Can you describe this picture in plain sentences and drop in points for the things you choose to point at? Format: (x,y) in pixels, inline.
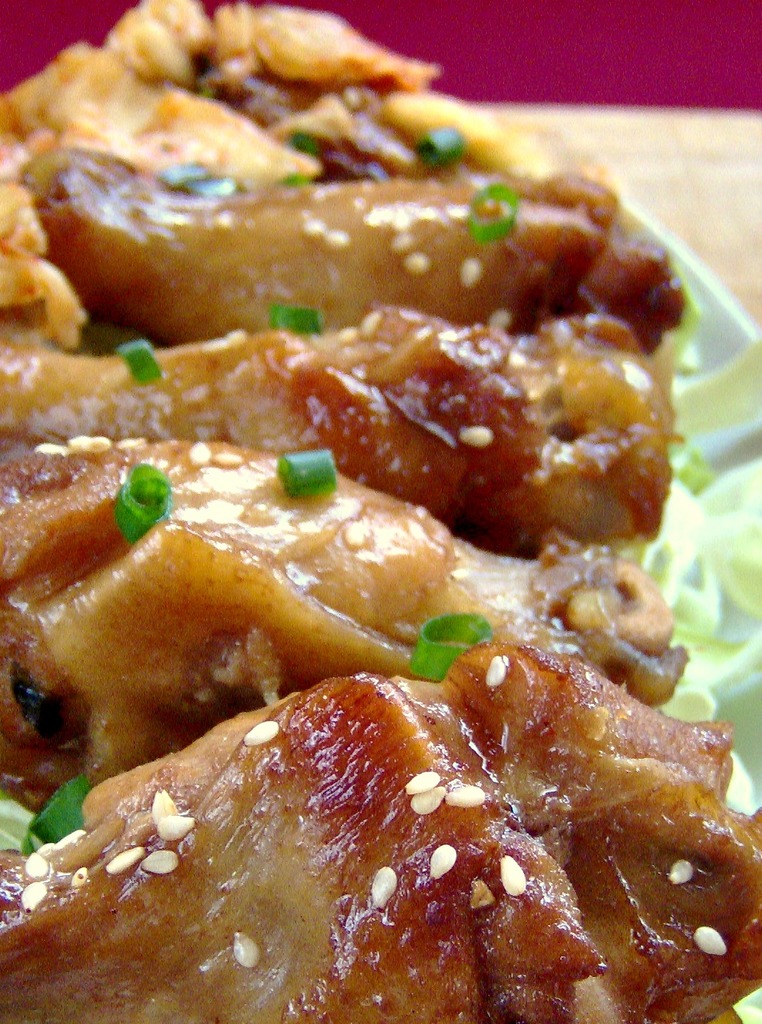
In this picture we can see some food items (292,847) on the plate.
